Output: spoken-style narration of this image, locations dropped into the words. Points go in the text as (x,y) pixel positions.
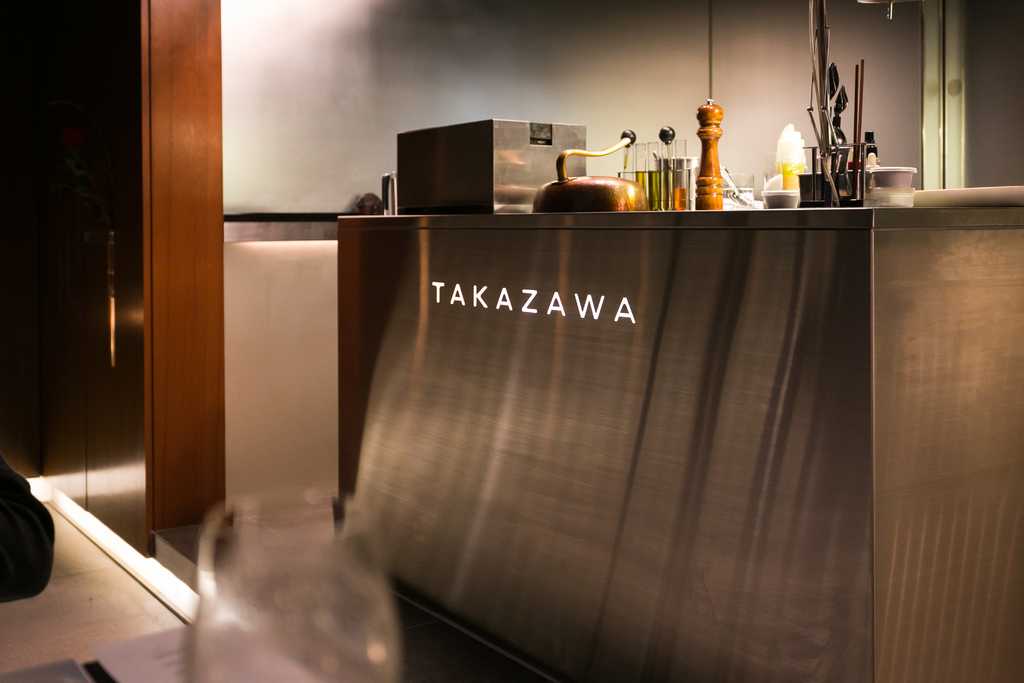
In this picture we can see few objects (892,190) on the table (401,430). At the bottom of the image (245,639) we can see glass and paper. In the background (231,295) we can see wall (298,25) and floor (86,593).
